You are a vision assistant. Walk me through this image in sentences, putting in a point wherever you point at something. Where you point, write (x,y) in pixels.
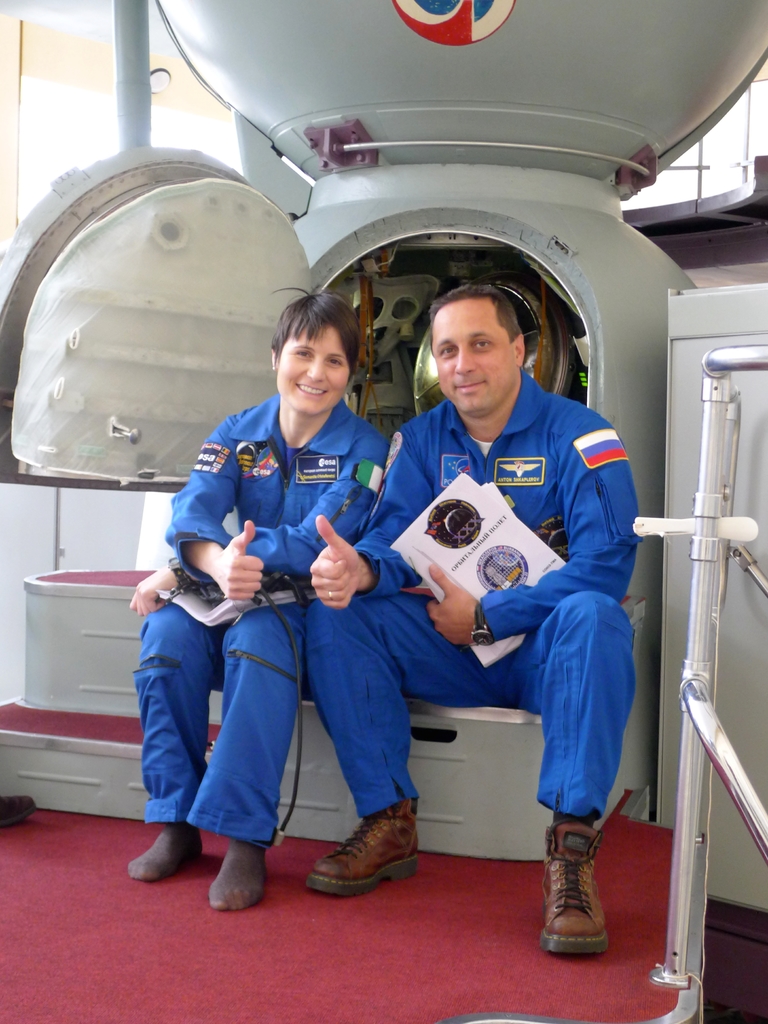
In this image I can see two people (308,333) sitting and posing for the picture with thumbs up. I can see a machine (377,312) behind them with a door (194,199) opened.
